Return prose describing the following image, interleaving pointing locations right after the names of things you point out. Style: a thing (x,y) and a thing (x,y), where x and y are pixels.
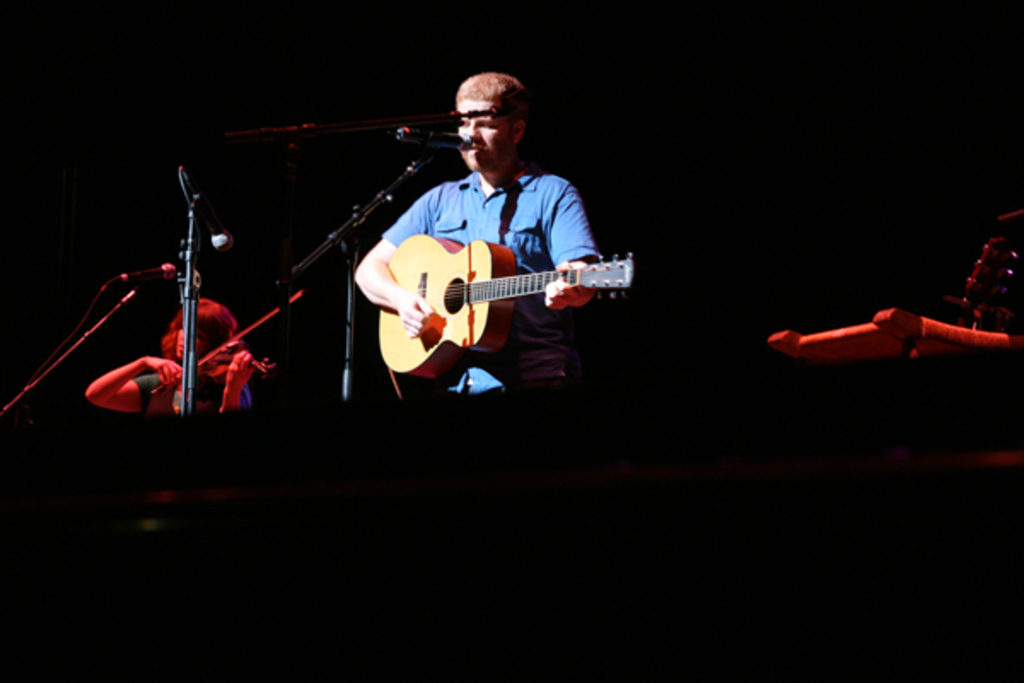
In this image there is a person (448,212) wearing blue color shirt (462,229) playing guitar (460,287) in front of him there is a microphone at the left side of the image (212,317) there is a woman (162,372) playing violin (206,379) in front of her there is a microphone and at the background (559,85) there is a dark black color.
